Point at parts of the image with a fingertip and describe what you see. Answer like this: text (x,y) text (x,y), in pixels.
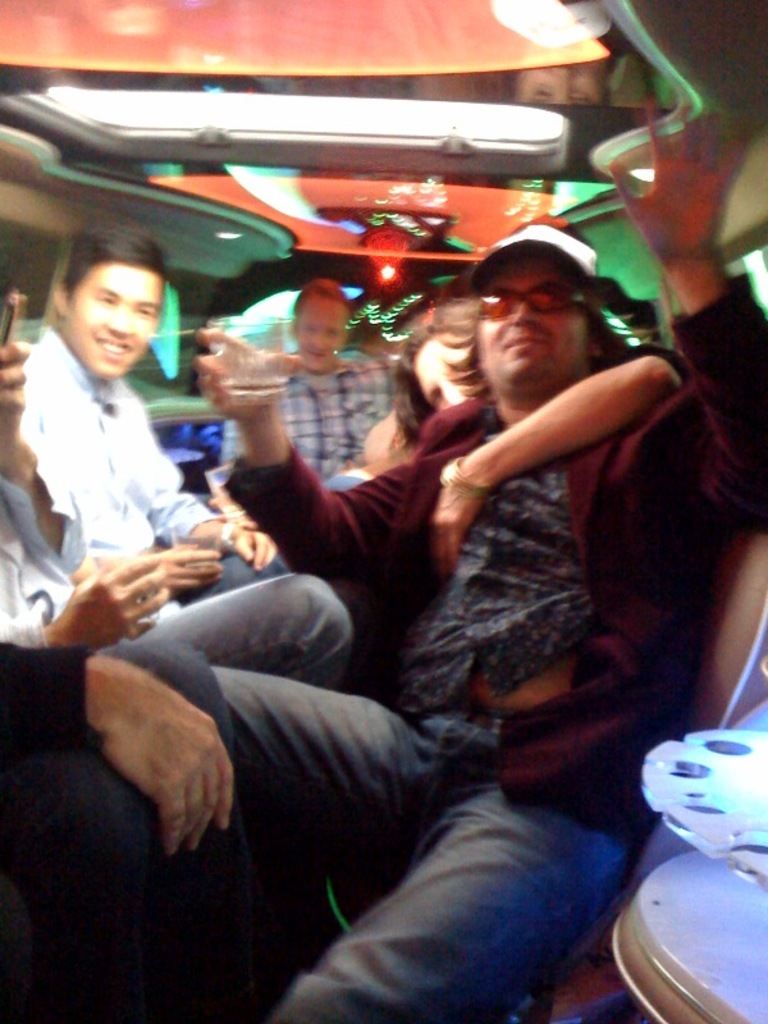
In this picture we can see some people (298,421) were drinking the wine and sitting on the chair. At the top (355,131) I can see the lights (305,177).
